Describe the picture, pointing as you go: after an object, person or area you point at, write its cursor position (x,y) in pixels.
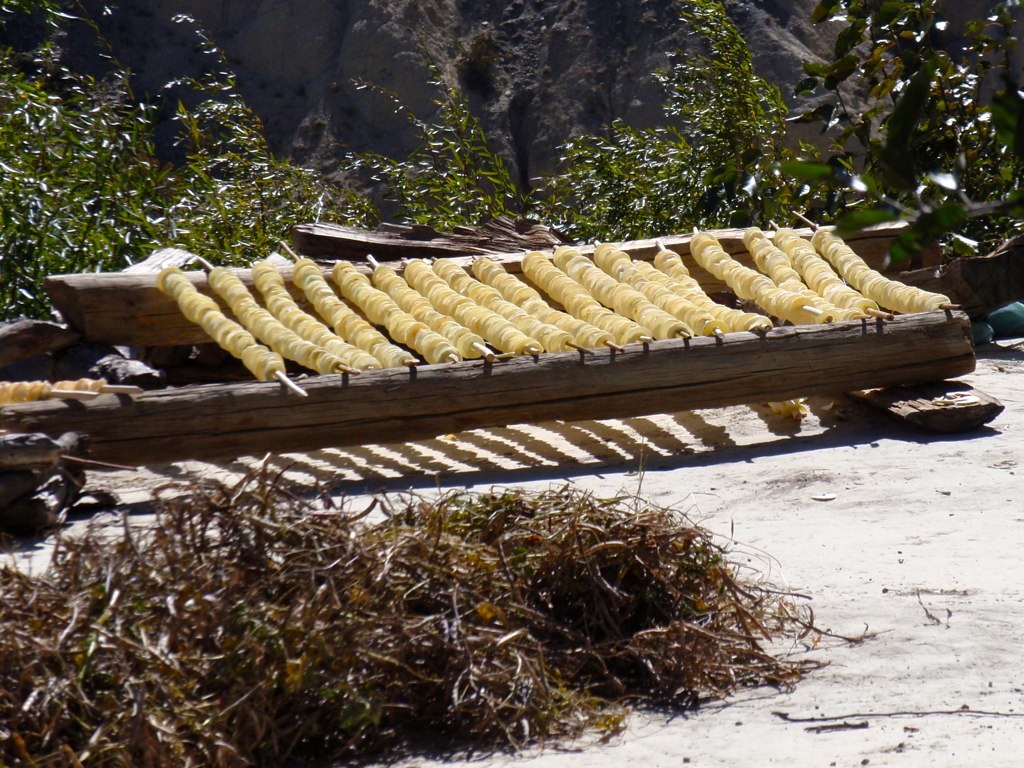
In this image, we can see some food items (689,322) are placed on the wood (766,334). We can also see the ground (944,675) and some dried grass (293,582). We can also see the background (273,214) with some plants (490,186).
